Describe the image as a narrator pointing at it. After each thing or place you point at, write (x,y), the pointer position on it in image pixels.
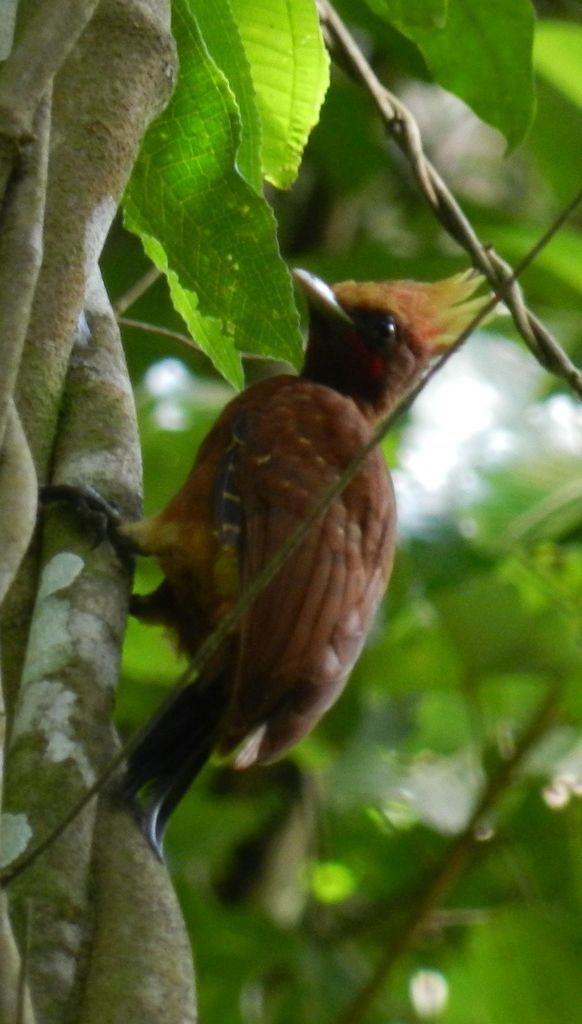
In this image I can see a bird (333,542) which is brown, orange and black in color on a tree (49,416) which is green, ash and brown in color. I can see the blurry background (556,659) in which I can see few trees (423,568) and the sky (425,448).
